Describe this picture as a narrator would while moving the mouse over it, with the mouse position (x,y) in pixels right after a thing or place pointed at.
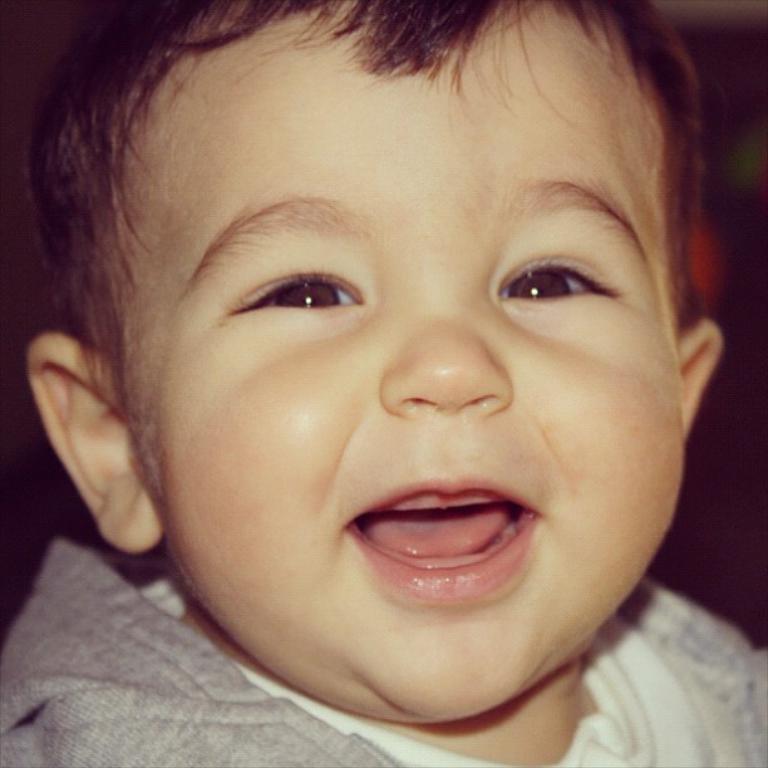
In the picture we can see a baby (322,470) smiling and wearing a gray color T-shirt (226,662).
